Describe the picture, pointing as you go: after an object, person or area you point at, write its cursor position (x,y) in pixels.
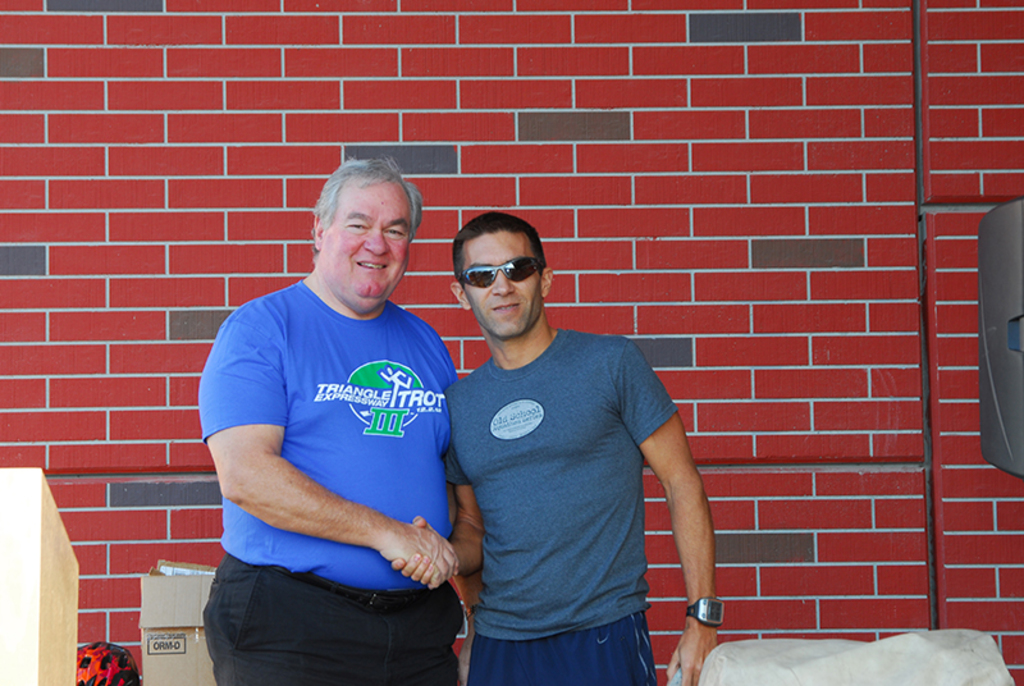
Here we can see two men (516,427) and he has goggles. There is a box (166,602). In the background (158,499) we can see a wall (778,535).
